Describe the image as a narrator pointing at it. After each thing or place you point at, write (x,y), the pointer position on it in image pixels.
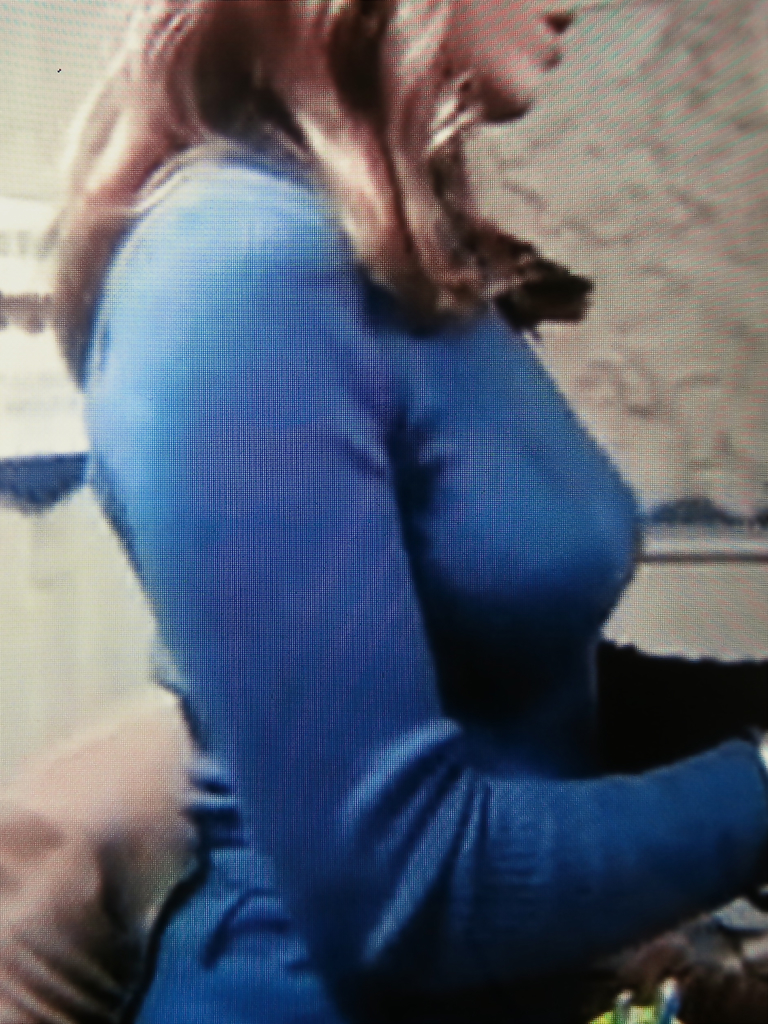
In the picture we can see a woman (471,742) standing and wearing a blue dress (140,253) and in the background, we can see a wall (608,157).
